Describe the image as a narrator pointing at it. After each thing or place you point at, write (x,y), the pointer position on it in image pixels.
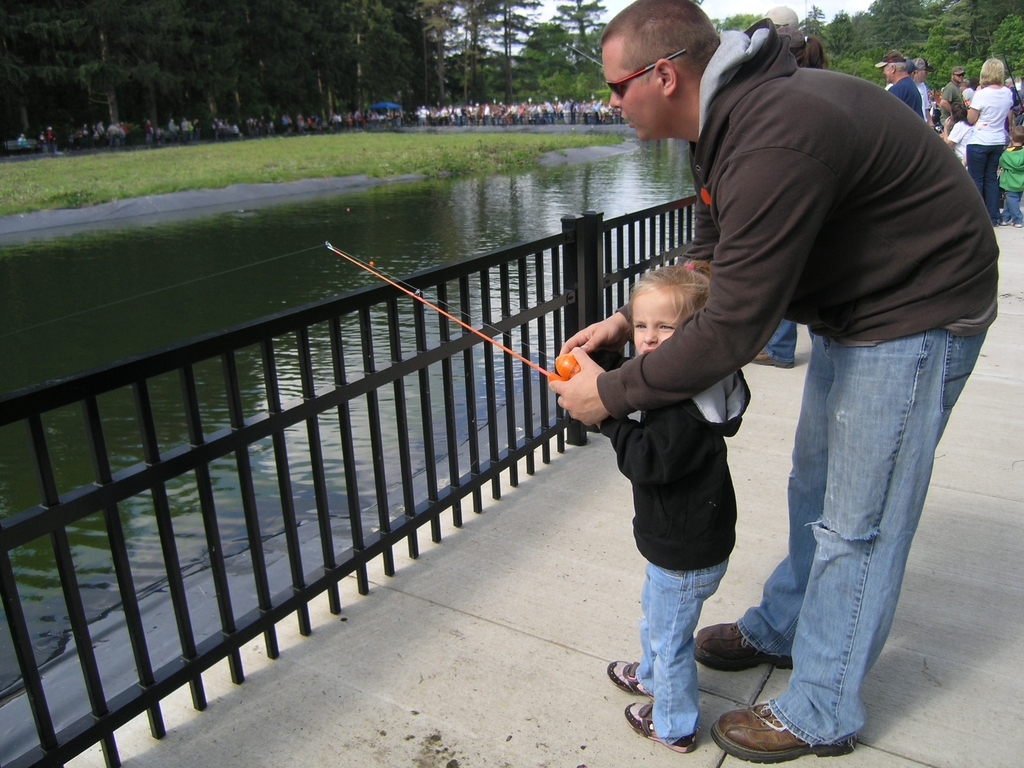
In this image in the front (739,408) there are persons (687,436) standing and holding a fishing rod (422,297) in their hands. On the left side (194,354) there is a railing (284,493) which is black in colour and the behind the railing (270,377) this is water (265,248). In the background (539,116) there are persons (549,116), there's grass (376,153) on the ground (364,134) and there are trees (412,61).
